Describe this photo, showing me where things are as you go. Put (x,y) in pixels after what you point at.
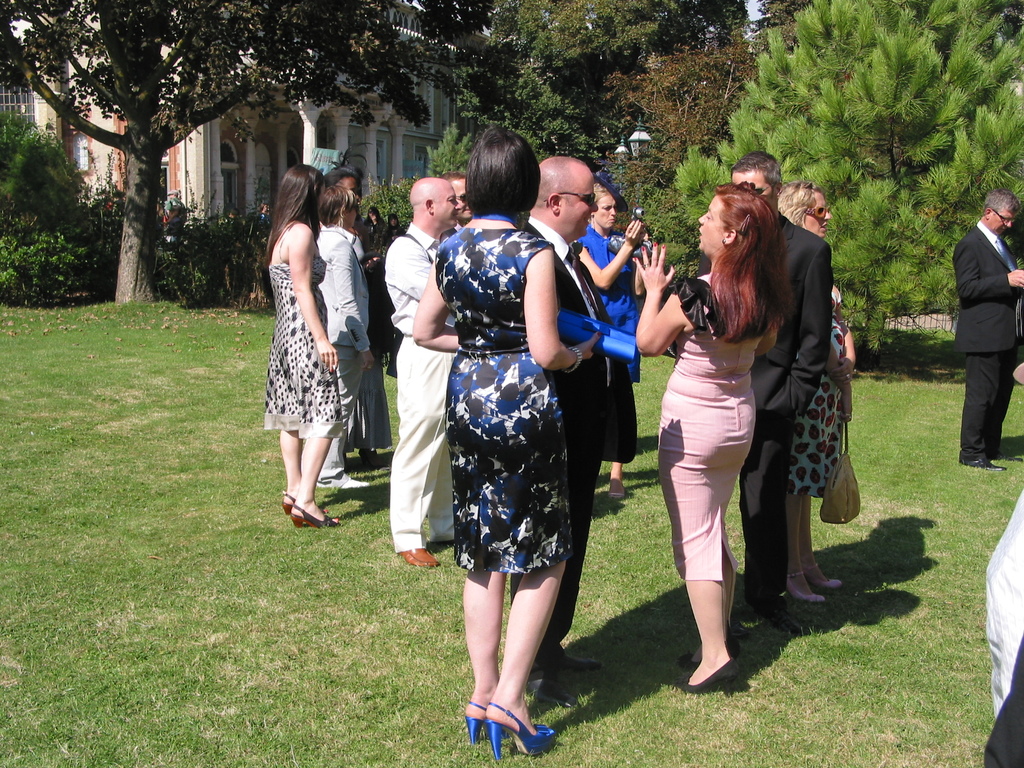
As we can see in the image there are group of people (378,455) here and there, camera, grass (151,533), trees (867,252) and houses (396,102).
